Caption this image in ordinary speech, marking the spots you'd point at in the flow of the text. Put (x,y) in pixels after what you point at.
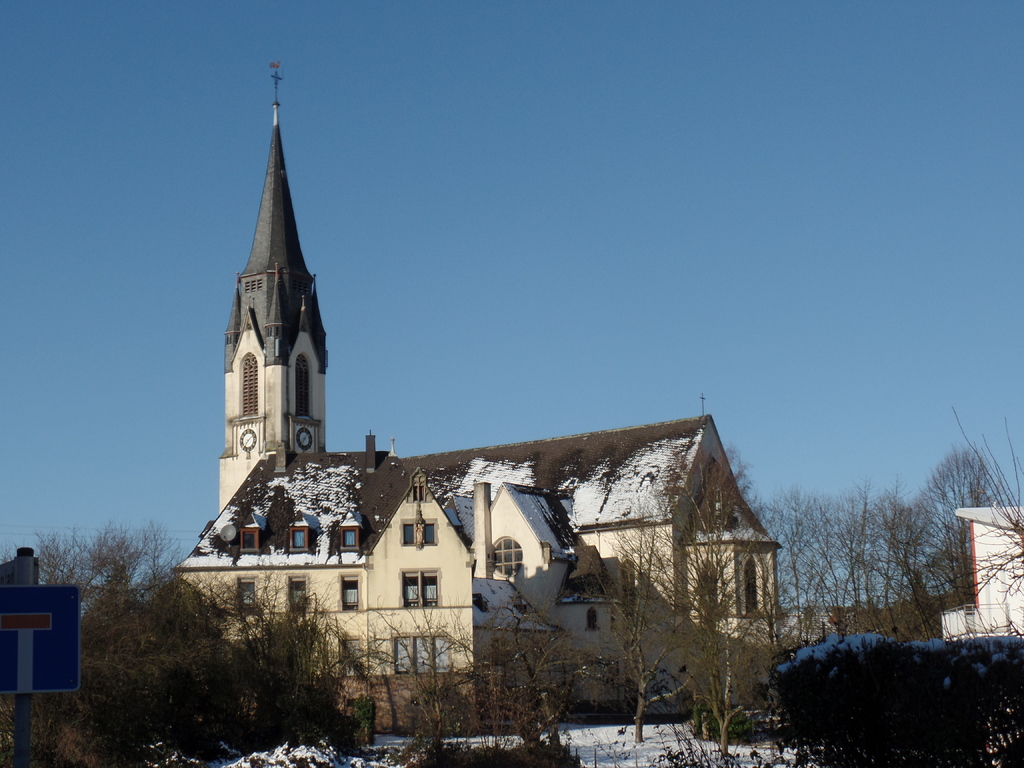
Here we can see buildings (462,583), poles (26,767), windows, cross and trees (107,648) and we can also see snow (646,753) on the building roof (249,516) and on the ground (603,763) and sky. On the left (0,632) there is a pole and board (45,592).
